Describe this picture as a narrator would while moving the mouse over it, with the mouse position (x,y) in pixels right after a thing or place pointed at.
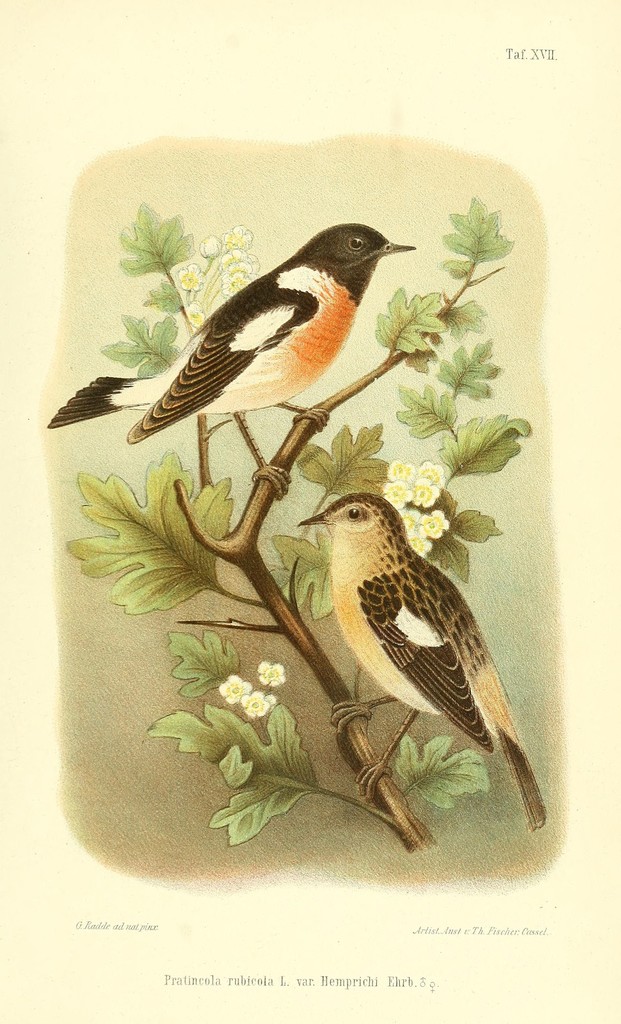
In this image, I can see a paper (162,489) with a photo (247,372) of two birds (281,399) standing on a tree (301,628) and there are words (424,985) and roman numbers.
